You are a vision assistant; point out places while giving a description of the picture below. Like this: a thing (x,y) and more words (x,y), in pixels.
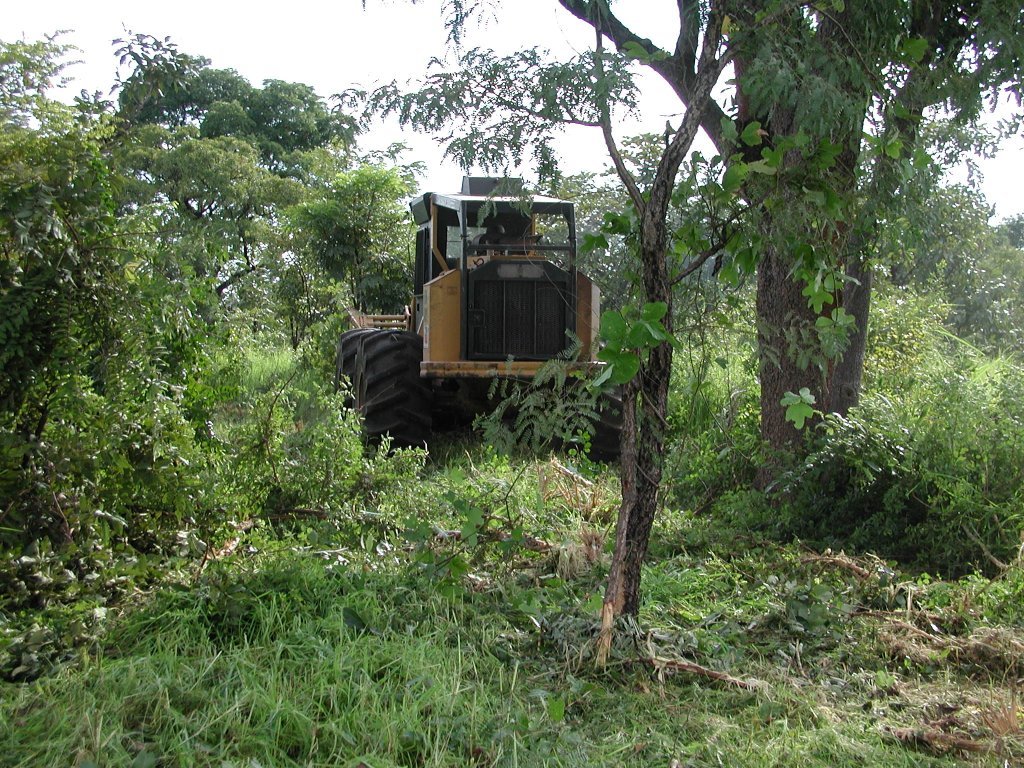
In this image we can see a vehicle (446,296), trees (395,246), plants (561,372) and sky (72,43).
